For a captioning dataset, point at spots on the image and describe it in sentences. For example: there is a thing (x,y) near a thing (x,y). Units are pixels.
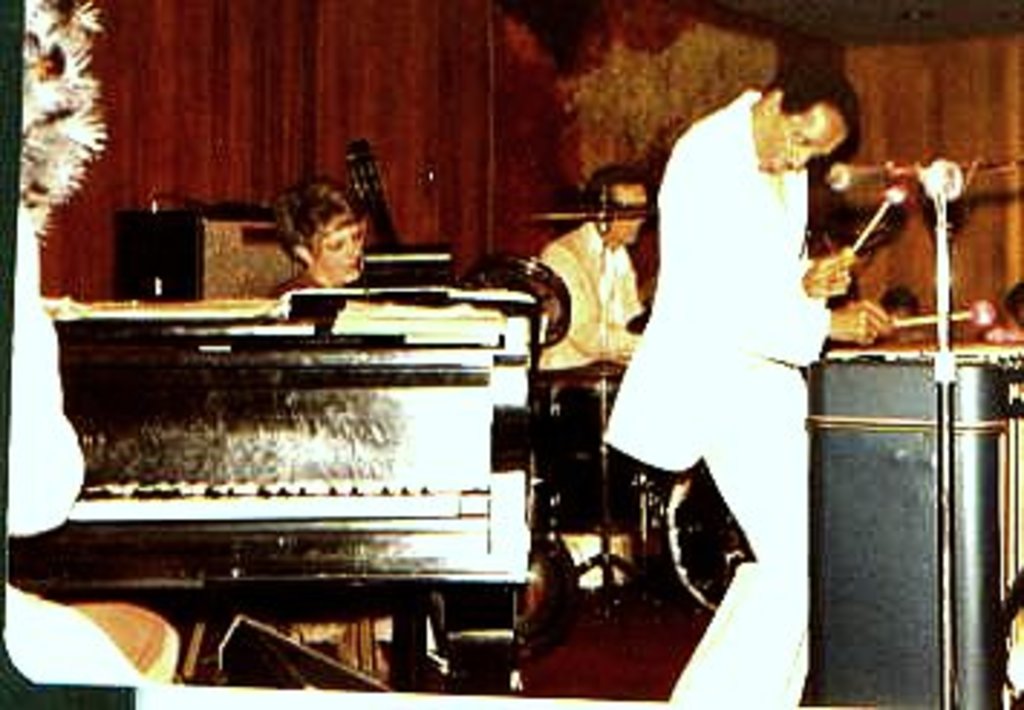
In a room (314,287) there are so many musical instruments (508,287) and people (836,133) playing music in it.
